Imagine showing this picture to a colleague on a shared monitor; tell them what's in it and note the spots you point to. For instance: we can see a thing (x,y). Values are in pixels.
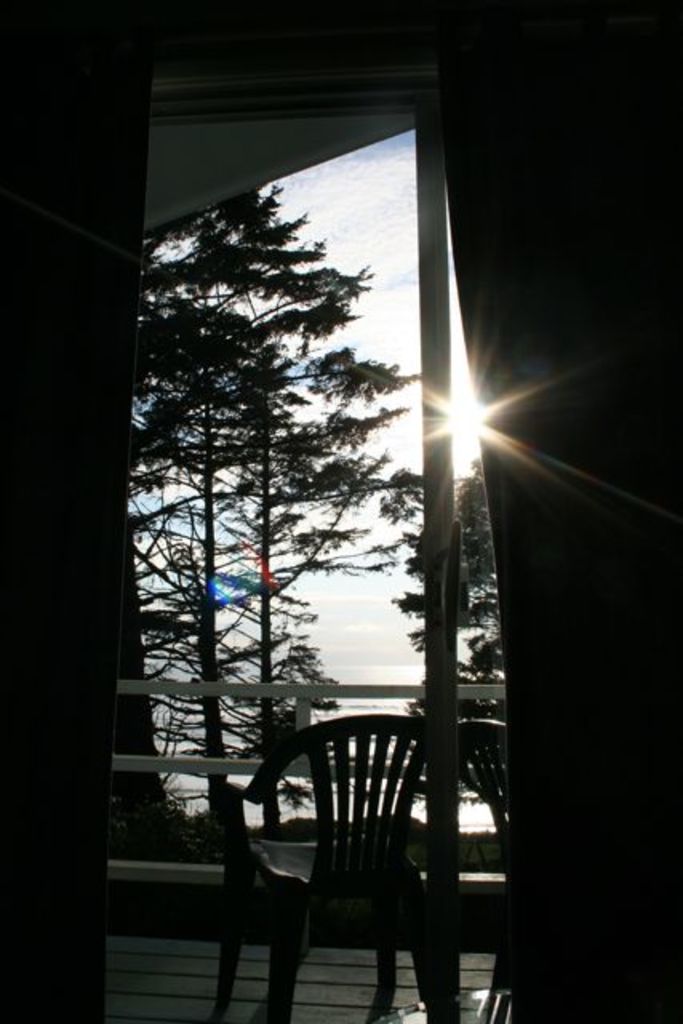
In this image I can see few chairs (395,786), few trees (301,476), the sun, the sky (390,335) and I can see this image is little bit in dark from here.
